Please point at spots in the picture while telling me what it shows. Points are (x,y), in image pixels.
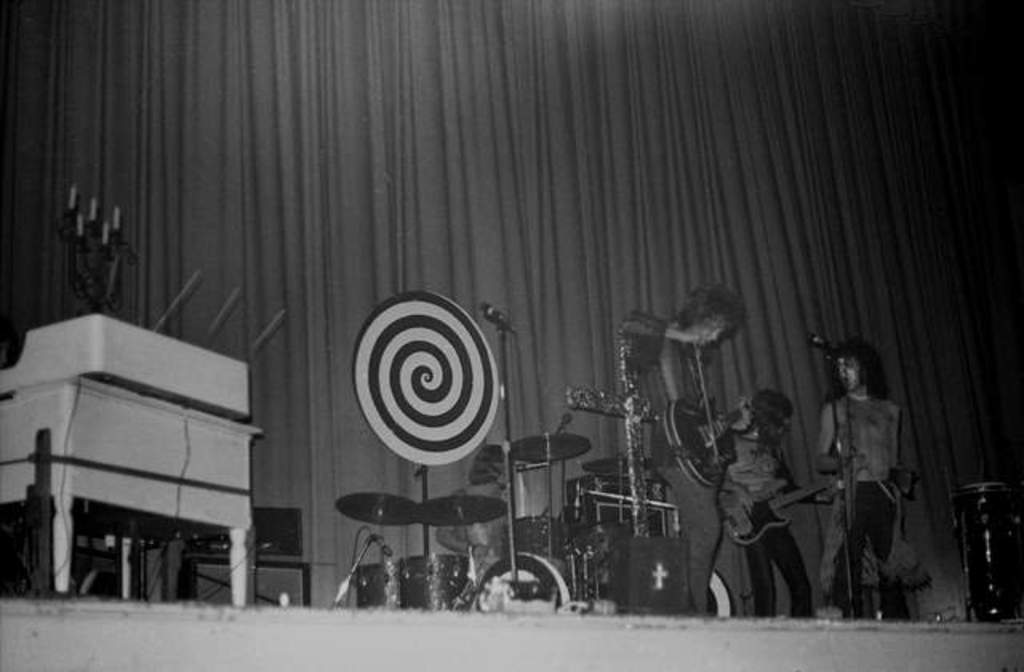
In this image we can see black and white picture of a group of person (768,422) standing on the floor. Two persons (765,474) are holding guitars (767,523) in their hands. In the center of the image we can see some musical instruments (584,541) placed on the ground (869,626). In the background (944,537), we can see candles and curtains (650,166).
